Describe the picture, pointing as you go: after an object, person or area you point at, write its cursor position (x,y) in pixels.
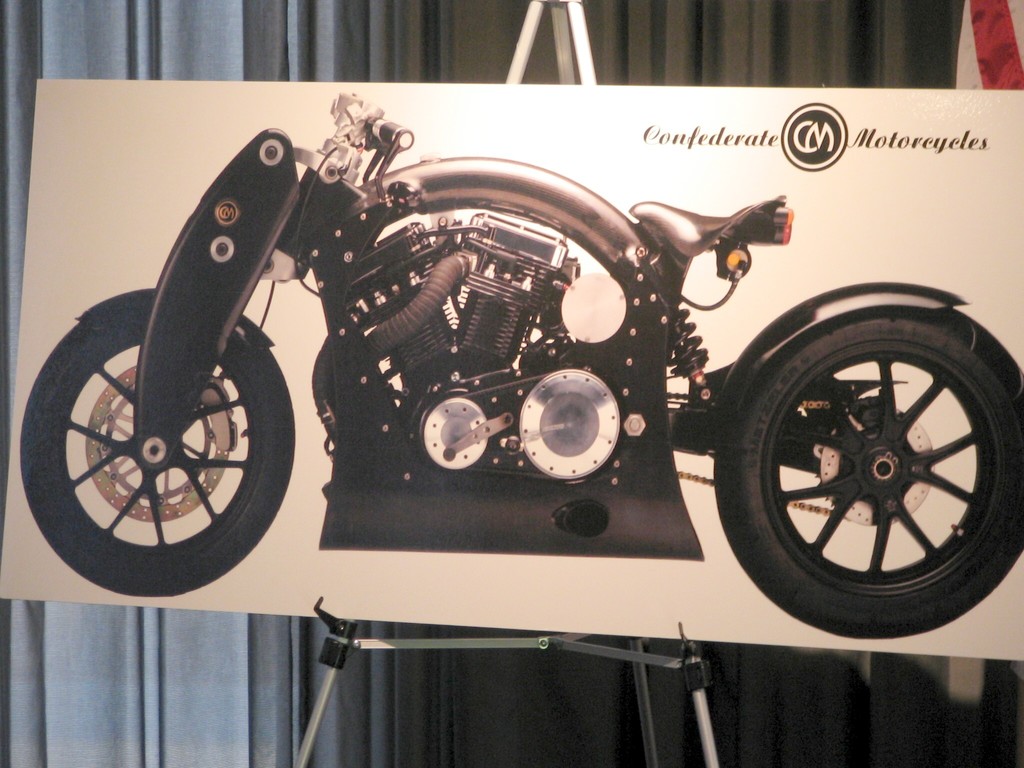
In this picture there is a board (726,374) placed on a stand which has an image (464,344) of a bike (757,359) and some thing (831,139) written in the right top corner (871,137) on it and there are curtains (2,659) in the background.
